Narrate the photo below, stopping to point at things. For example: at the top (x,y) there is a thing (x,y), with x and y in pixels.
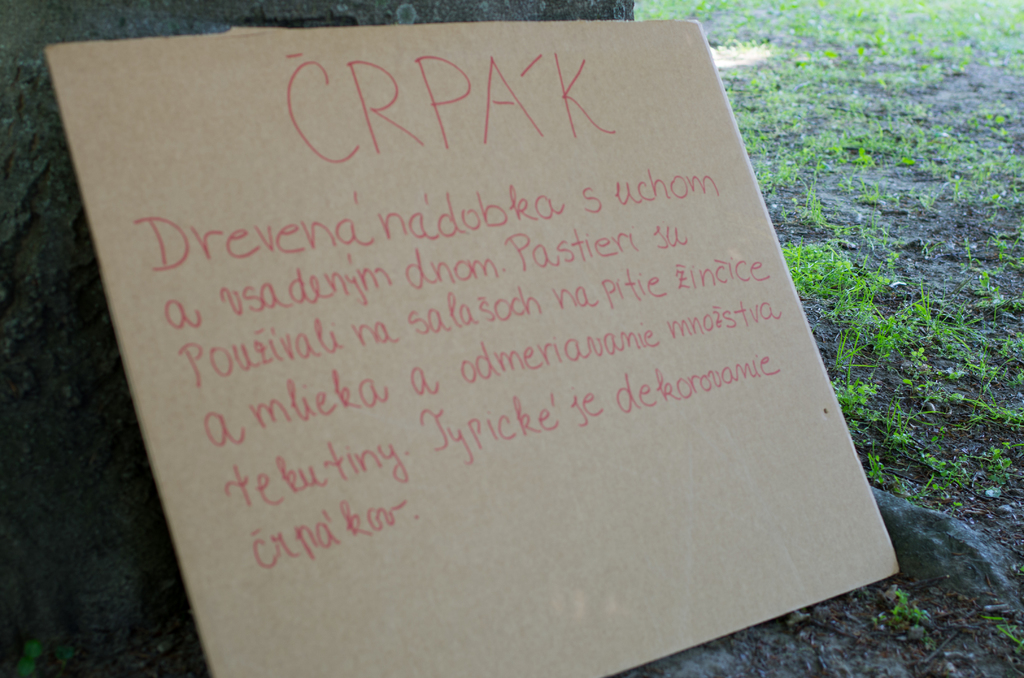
In this image in the front (357,441) there is a board (545,473) with some text (563,375) written on it and in the background (806,167) there is grass (920,311) on the ground (899,174).
